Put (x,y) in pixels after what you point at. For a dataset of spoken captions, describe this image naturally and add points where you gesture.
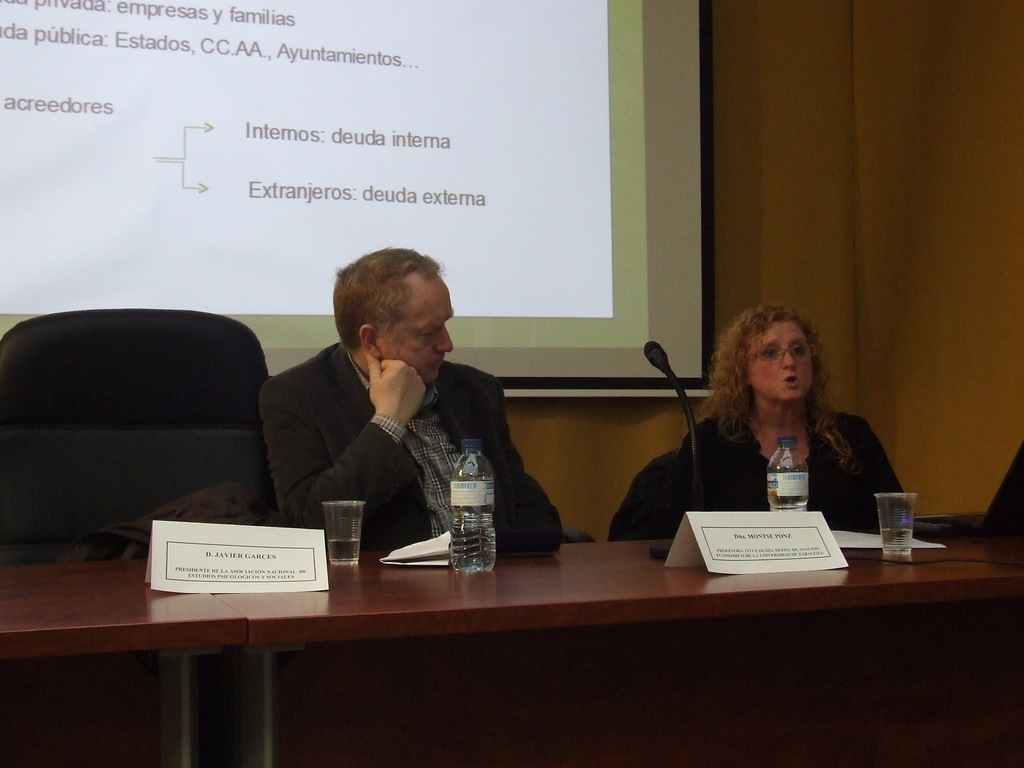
In this image in the center (506,402) there are persons (422,416) sitting. In the front (566,600) there is a table (561,589) on the table (514,563) there are bottles (779,507), glasses (358,548) and there are banners (247,572) with some text (727,556) written on it. In the background (656,219) there is a screen (292,184) with some text (352,145) on it. On the table (659,562) there is a mic (691,408).
